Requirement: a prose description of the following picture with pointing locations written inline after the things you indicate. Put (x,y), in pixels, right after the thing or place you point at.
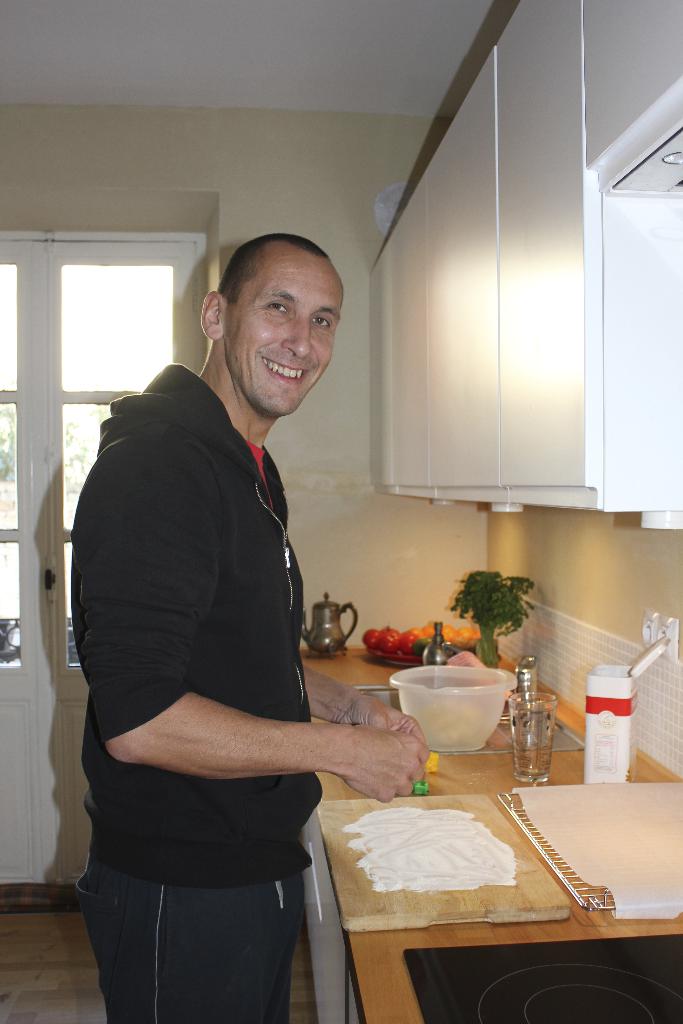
there is a man (210,801) standing and doing something on a chopping pad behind there is table (583,781) with the bowl (468,695) jar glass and other stuff (622,670).
